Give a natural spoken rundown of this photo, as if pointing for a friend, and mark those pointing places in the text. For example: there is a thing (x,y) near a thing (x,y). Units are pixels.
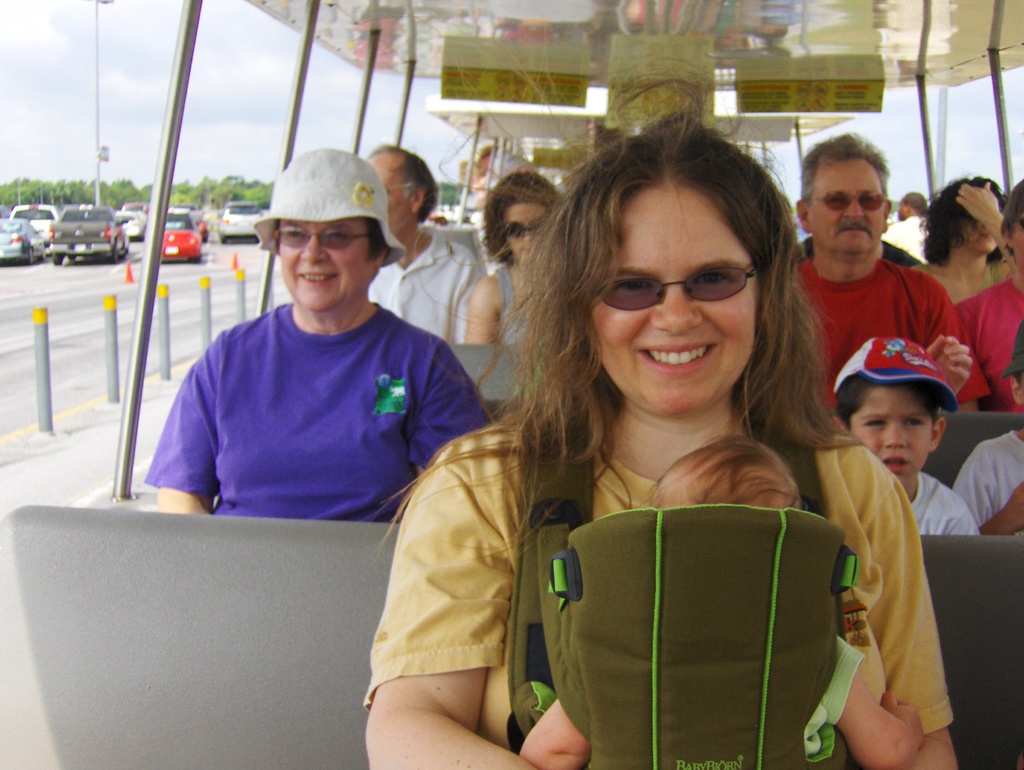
In this image we can see many persons (643,405) sitting in the vehicle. In the background (134,219) we can see vehicles (133,238), road (138,282), pole (113,327), trees (227,200), sky (229,100) and clouds (123,50).
